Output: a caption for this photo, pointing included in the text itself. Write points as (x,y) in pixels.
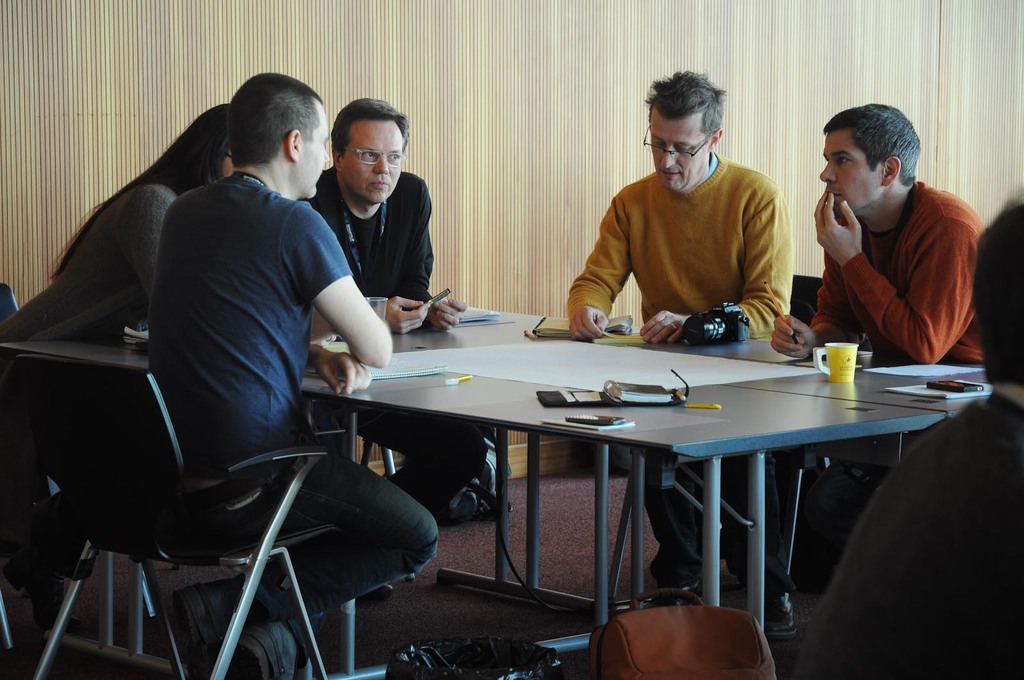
Here we can see a person (339,229) sitting on the chair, and in front (498,363) here is the table (503,344) and papers (540,349) and cup (847,352) and some objects (617,322) on it, and at back (495,31) here is the wall (429,77).
